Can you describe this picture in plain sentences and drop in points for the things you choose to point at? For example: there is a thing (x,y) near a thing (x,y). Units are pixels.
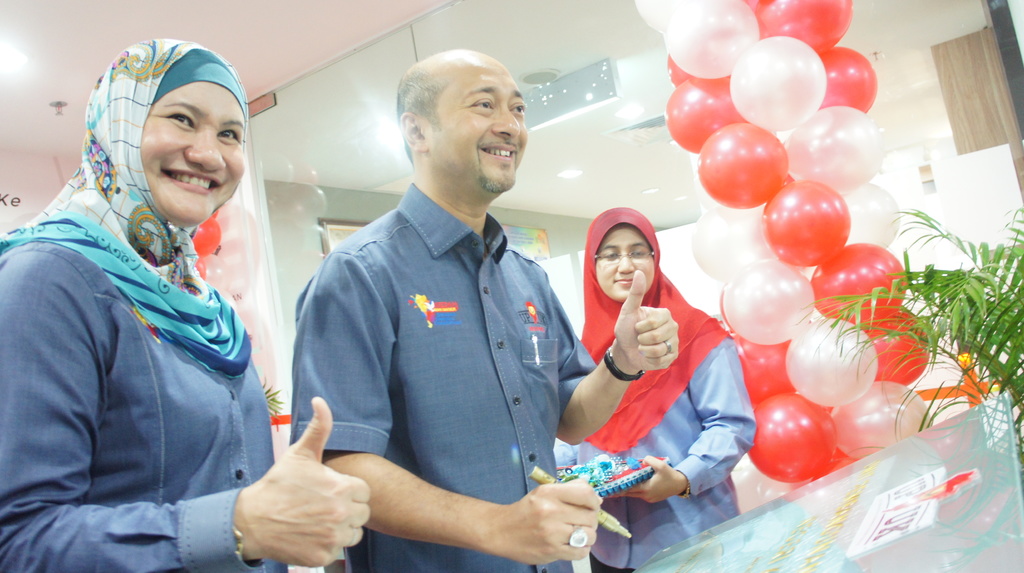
In this image there are three people (362,413) standing with a smile on their face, one of them is holding an object (621,466) in her hand (660,481) and the other one is holding a pen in his hand (580,483), beside them there are balloons (807,337), in front of them there is a glass board (791,520) with some text (803,522). In the background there is a glass door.
